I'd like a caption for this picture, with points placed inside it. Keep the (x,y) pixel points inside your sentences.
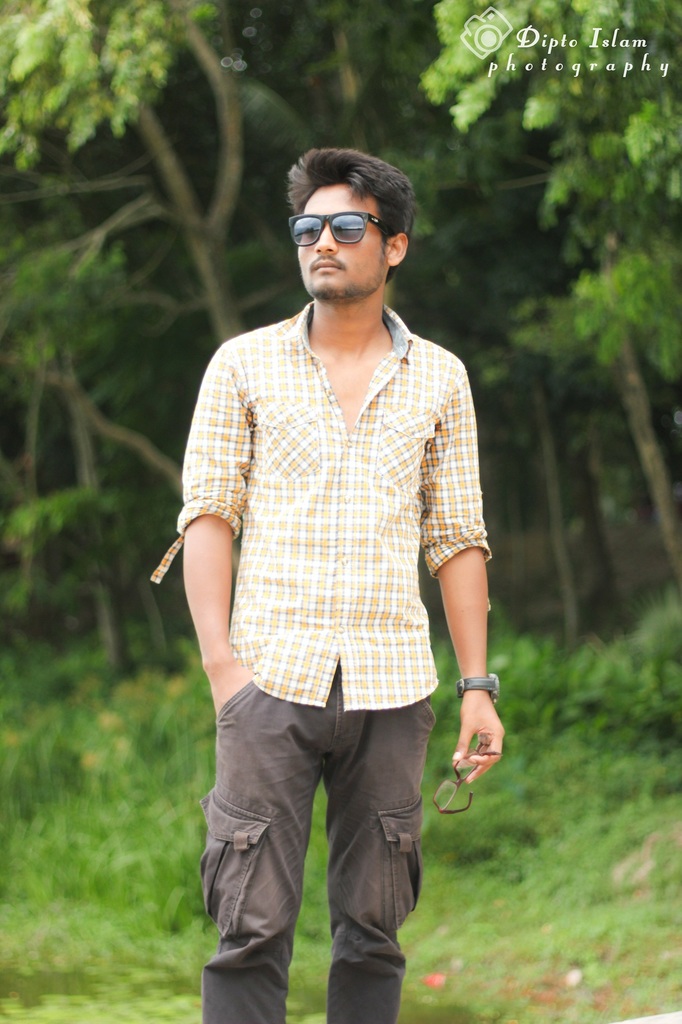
In the picture I can see a man (330,511) is standing and holding glasses (444,802) in the hand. The man (351,583) is wearing shades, a shirt (318,480) and a pant (404,721). In the background (590,428) I can see trees (590,428) and the grass (478,792). On the top right corner of the image (550,45) I can see a watermark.
